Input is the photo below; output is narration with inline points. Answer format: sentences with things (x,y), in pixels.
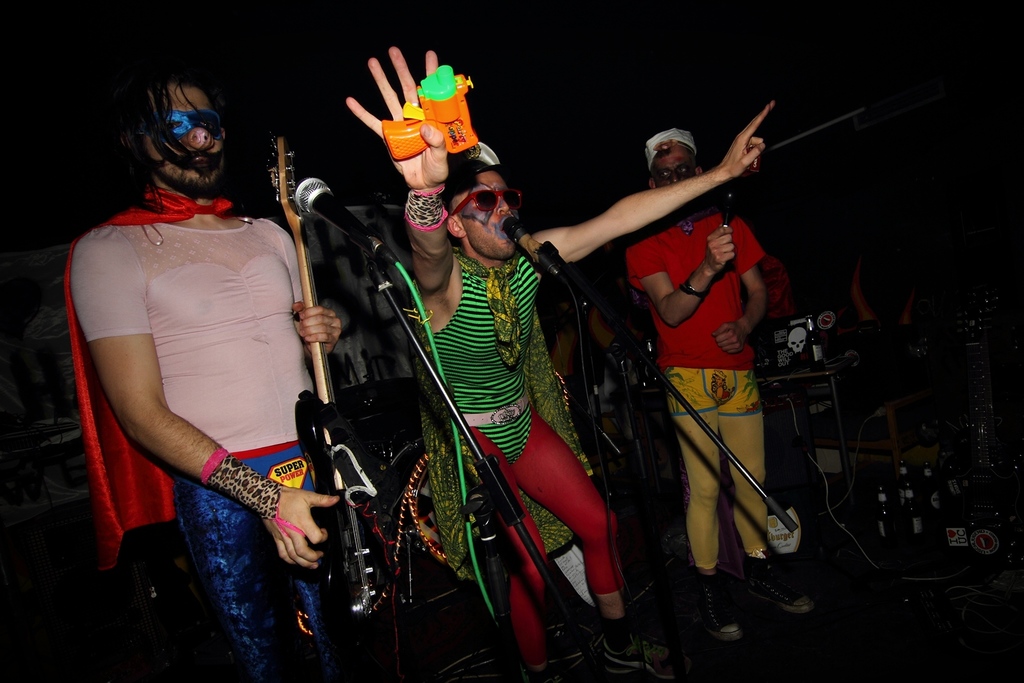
In a club, there is some event going on and there are three people (720,248) standing on the stage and they are singing songs and playing music, beside the people (500,287) there are alcohol bottles (910,500) and some other equipment (815,373). The first person (228,473) is playing the guitar (296,214) and the remaining two (694,256) are singing songs.
